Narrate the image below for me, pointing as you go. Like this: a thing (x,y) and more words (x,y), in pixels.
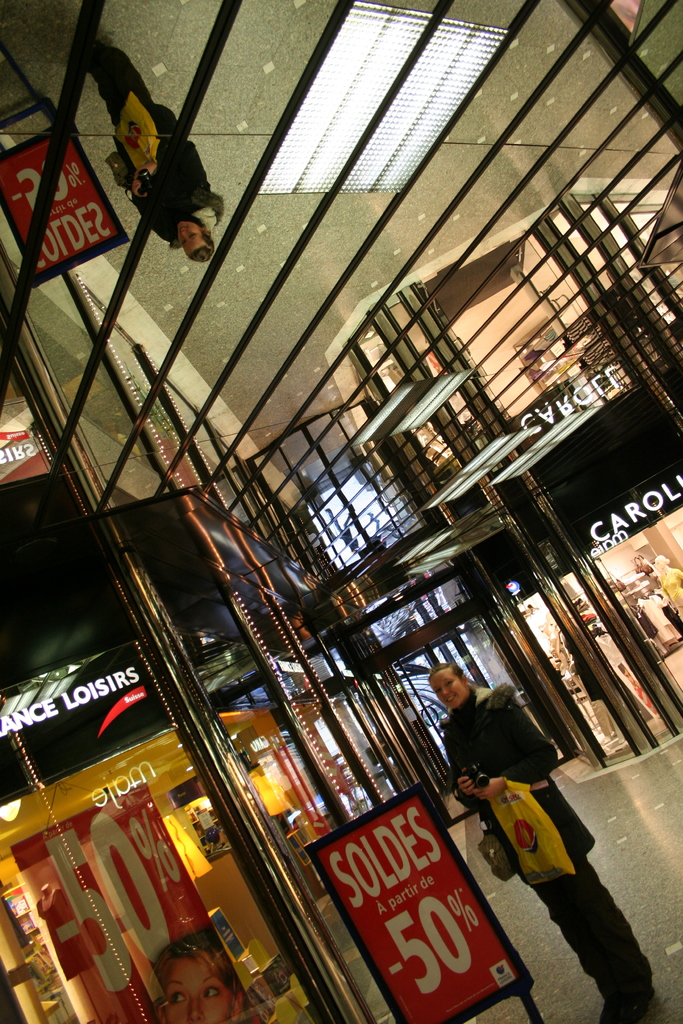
In this image we can see a store (207,926), information boards (406,931), electric lights (406,111), iron mesh (332,171) and a woman (555,818) standing on the ground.
